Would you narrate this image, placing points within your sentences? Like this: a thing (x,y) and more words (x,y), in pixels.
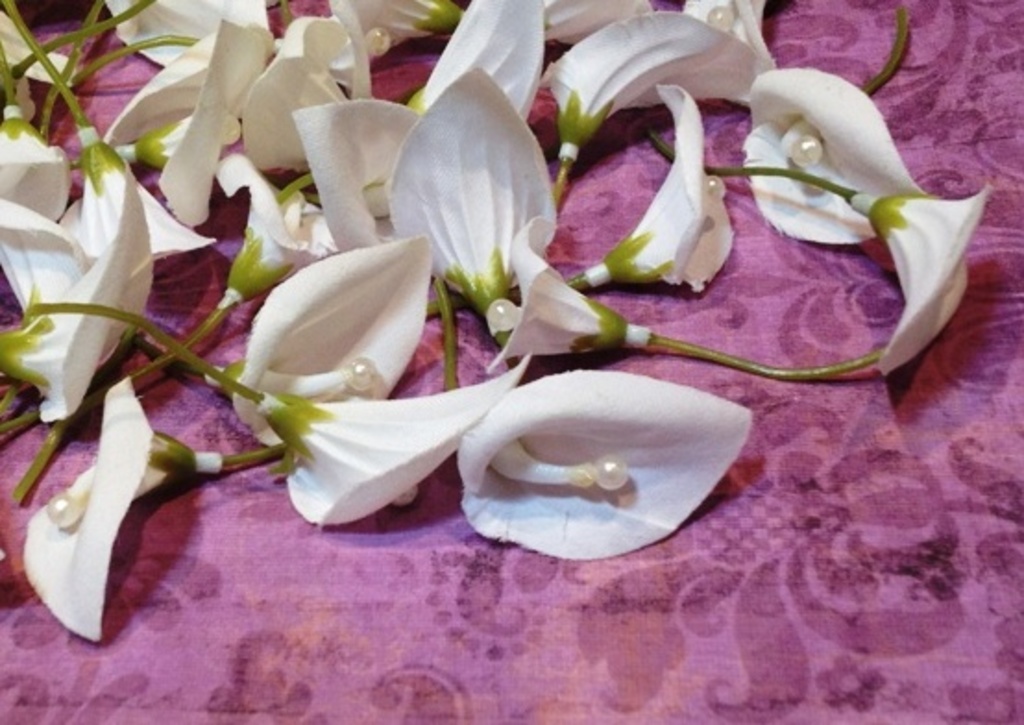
In this image I can see there are plastic flowers (508,376) on a purple color cloth (672,560).
